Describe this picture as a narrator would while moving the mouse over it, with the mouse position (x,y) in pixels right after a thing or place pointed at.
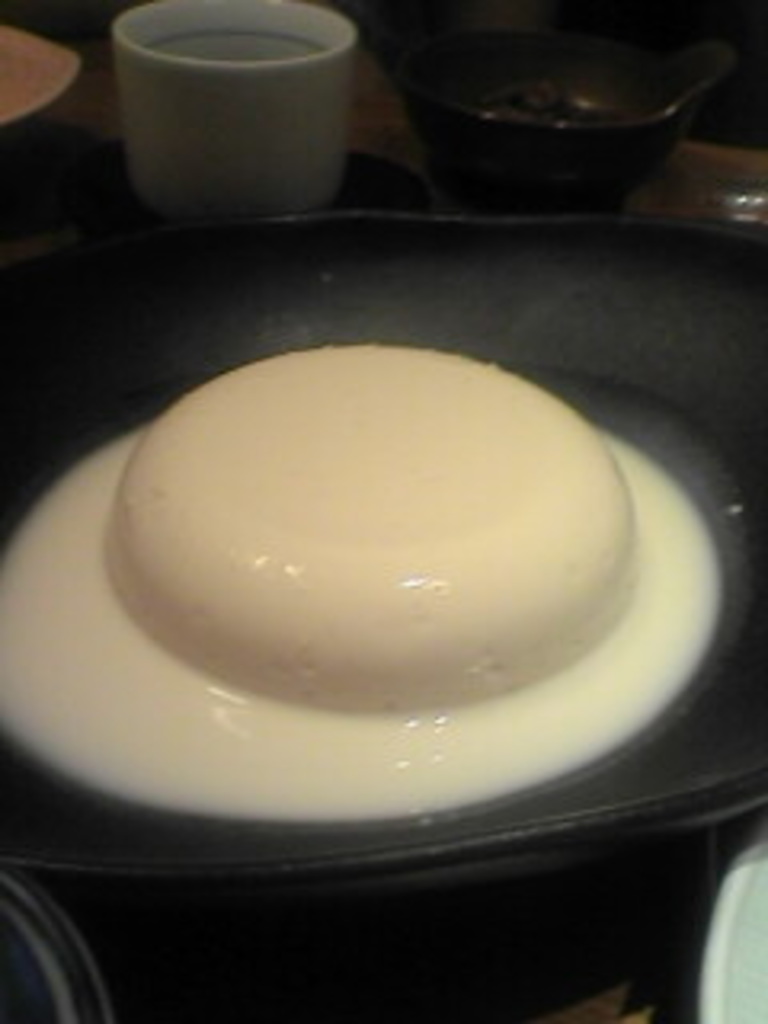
There is a food item (319,494) in a plate (20,514) on a platform (435,910). In the background (345,136) there are cups (239,125) and some other objects (27,164).
